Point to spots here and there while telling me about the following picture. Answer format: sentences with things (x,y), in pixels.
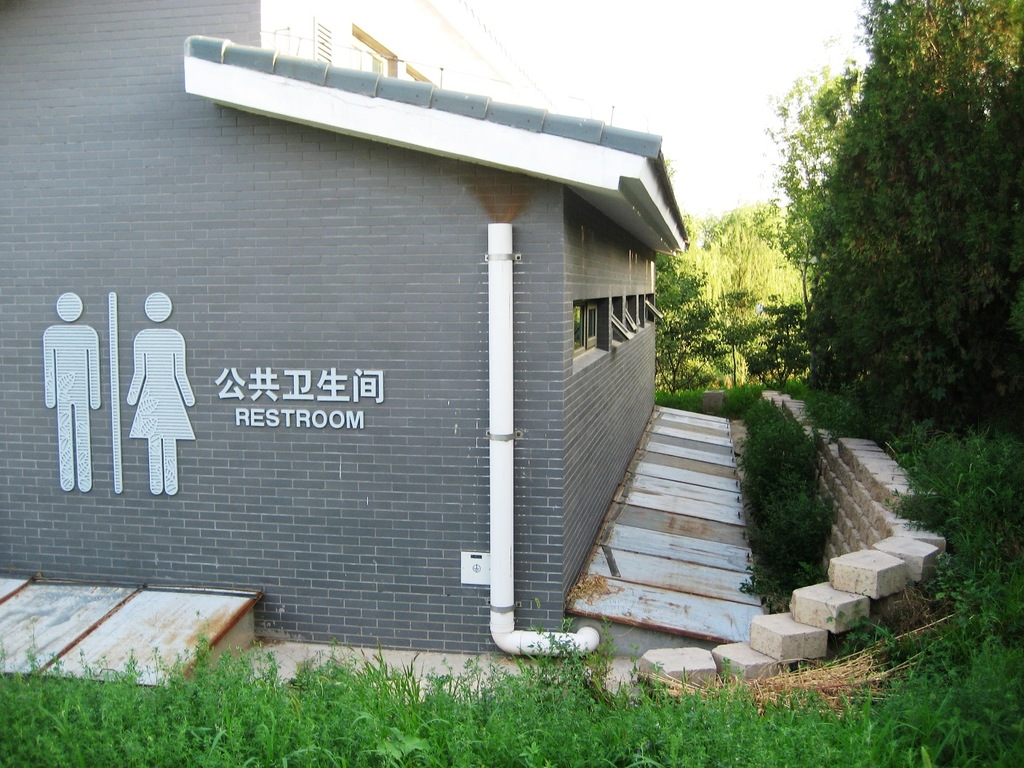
In this picture I can see a building (316,47) and text (272,418) on the wall (405,445). I can see trees (936,283) and a cloudy sky (696,96).
